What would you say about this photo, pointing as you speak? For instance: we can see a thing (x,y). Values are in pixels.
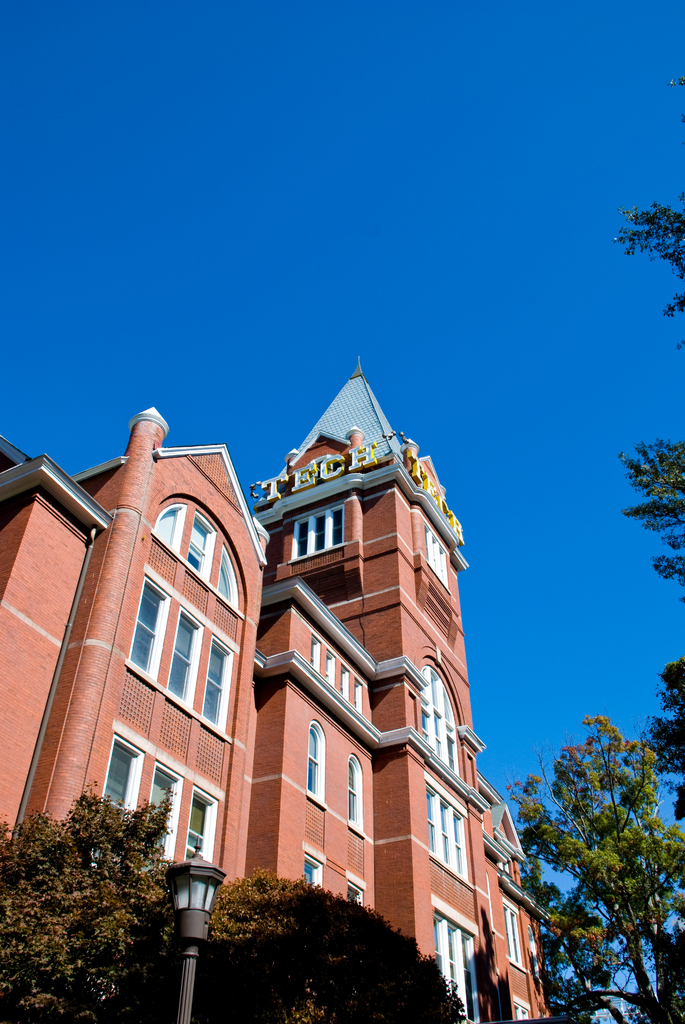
In the image there is a tall building (230,593) and around the building (472,936) there are few trees (239,910) and there is a pole light (189,934) in front of the trees (217,912) on the left side (195,978).
